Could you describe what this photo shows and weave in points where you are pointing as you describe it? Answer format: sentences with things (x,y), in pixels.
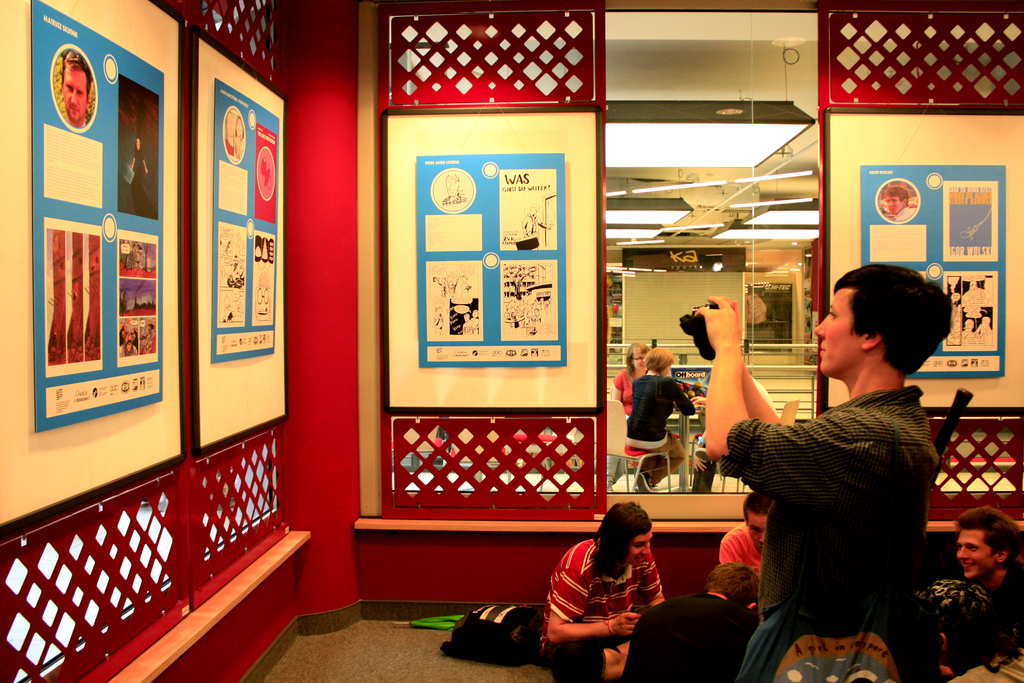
There is a man (876,381) standing and carrying a bag (805,650) and holding a camera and few people (650,598) sitting on the floor (423,630). We can see bag (468,627) and umbrella (441,627). We can see frames (212,134) on walls (476,554) and windows (637,159), through this window (696,461) we can see people (656,456) sitting on chairs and we can see rods (797,347) and lights (691,148).
